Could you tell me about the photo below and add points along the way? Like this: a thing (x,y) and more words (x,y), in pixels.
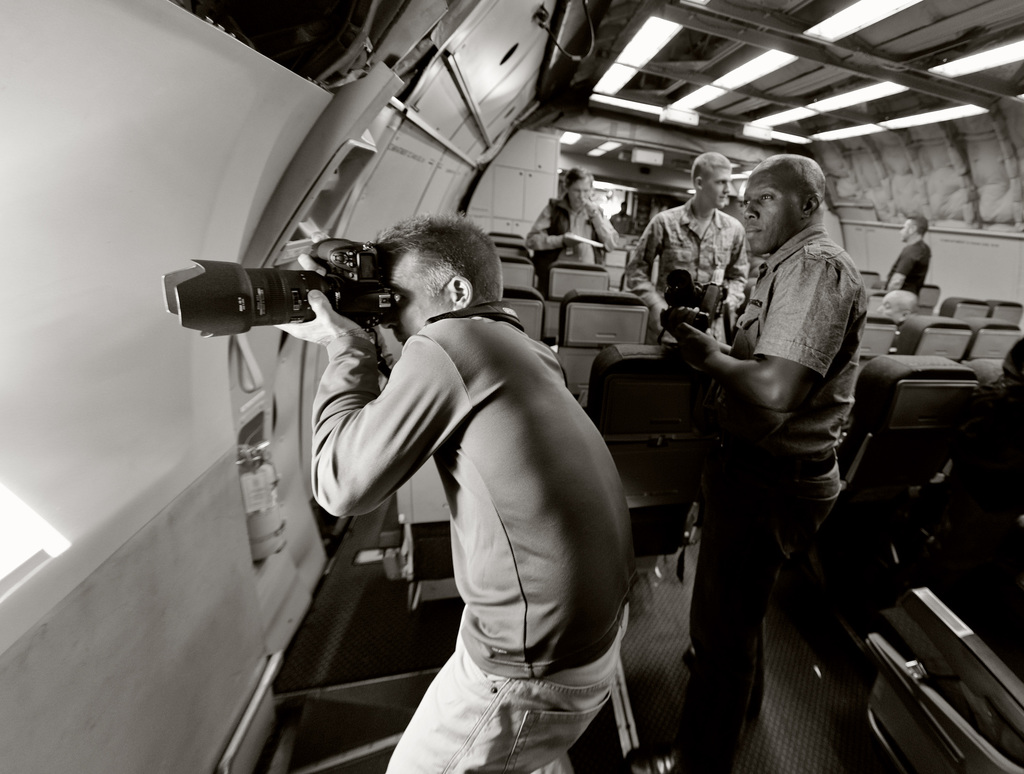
In this image there are few people (800,356). There are chairs (871,388) and the person (408,406) is holding a camera (201,305).
